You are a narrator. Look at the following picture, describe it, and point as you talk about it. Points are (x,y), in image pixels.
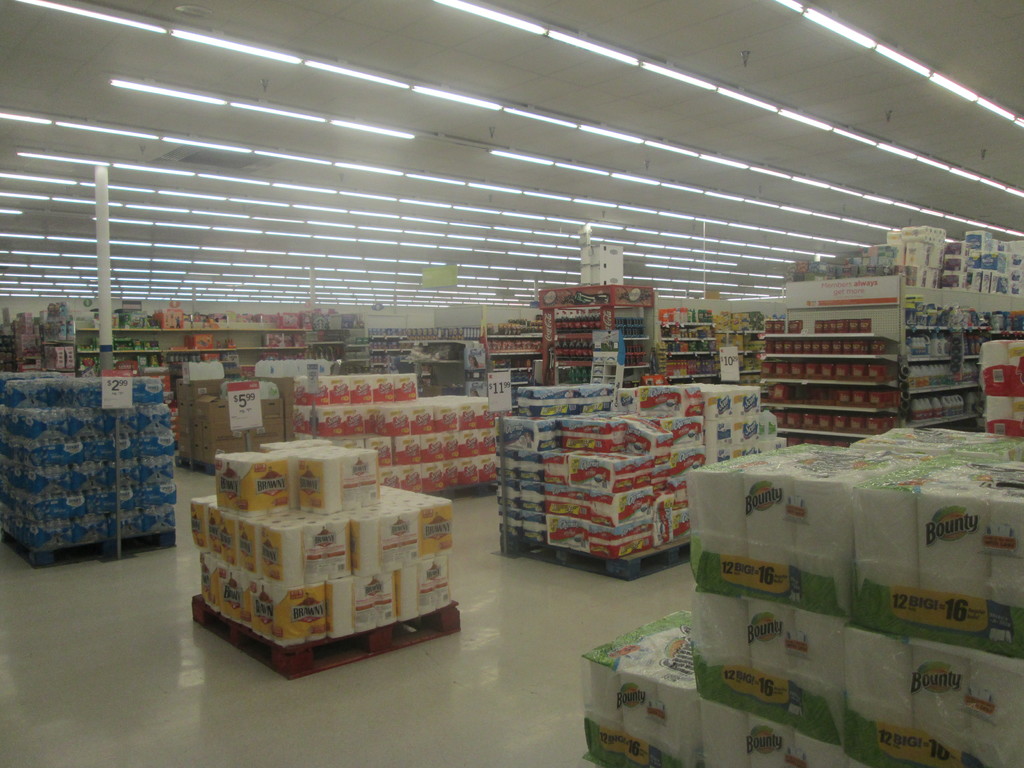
In this image we can see there are stands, on the stand (285,661) there are packets (531,415), rolls (408,552) and boxes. And at the back (594,354) there is a wall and racks (171,335), in that there are boxes (262,325) and few objects (936,371). At the top (530,60) there is a ceiling (648,237) with lights (431,204) and board (439,285).
